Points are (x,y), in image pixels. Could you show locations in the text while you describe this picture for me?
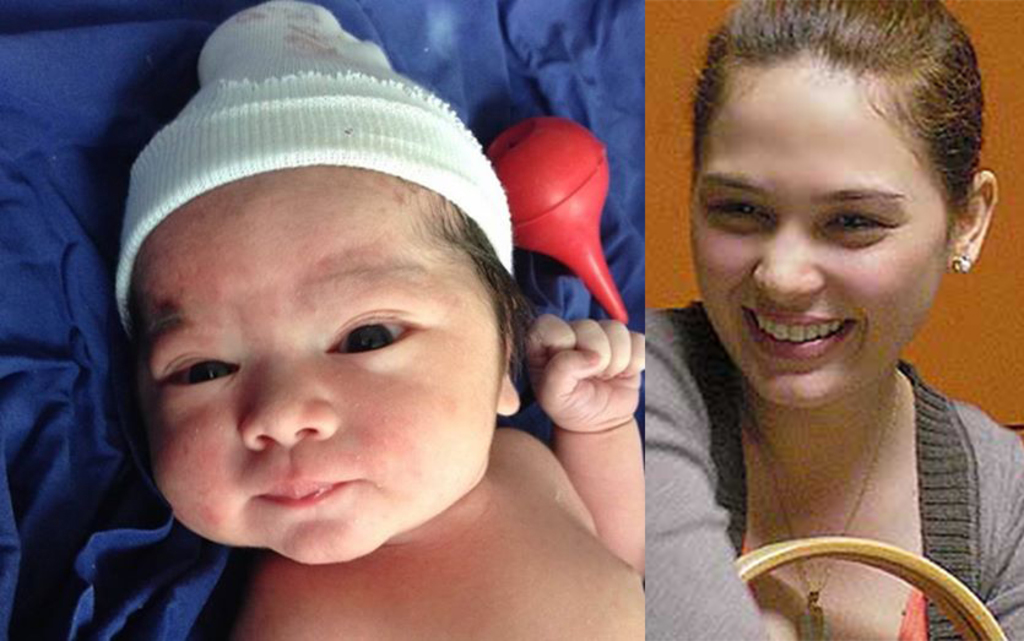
This is a collage image. In this image I can see the person (842,504) with the dress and there is a baby (243,476) lying on the blue color cloth (36,356). To the side of the baby (507,238) I can see the red color object (534,229).
